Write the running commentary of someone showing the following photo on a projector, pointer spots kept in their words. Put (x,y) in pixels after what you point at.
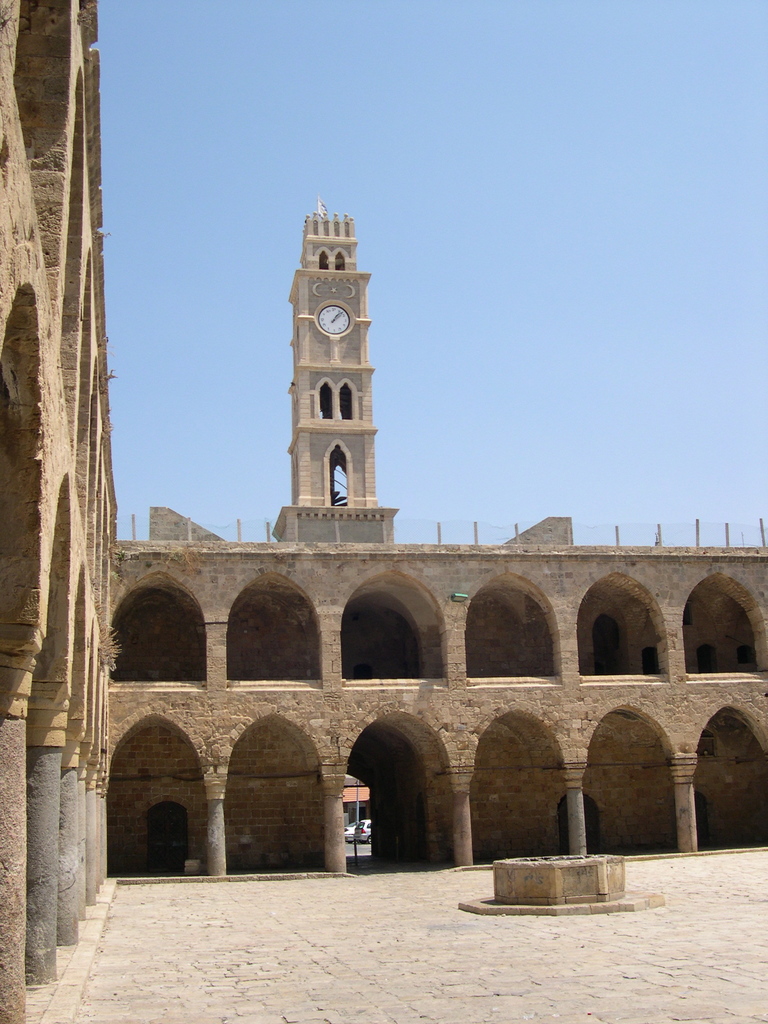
In this picture there is a monument (317,673) and there is a clock tower (338,291) in the background (340,360).
